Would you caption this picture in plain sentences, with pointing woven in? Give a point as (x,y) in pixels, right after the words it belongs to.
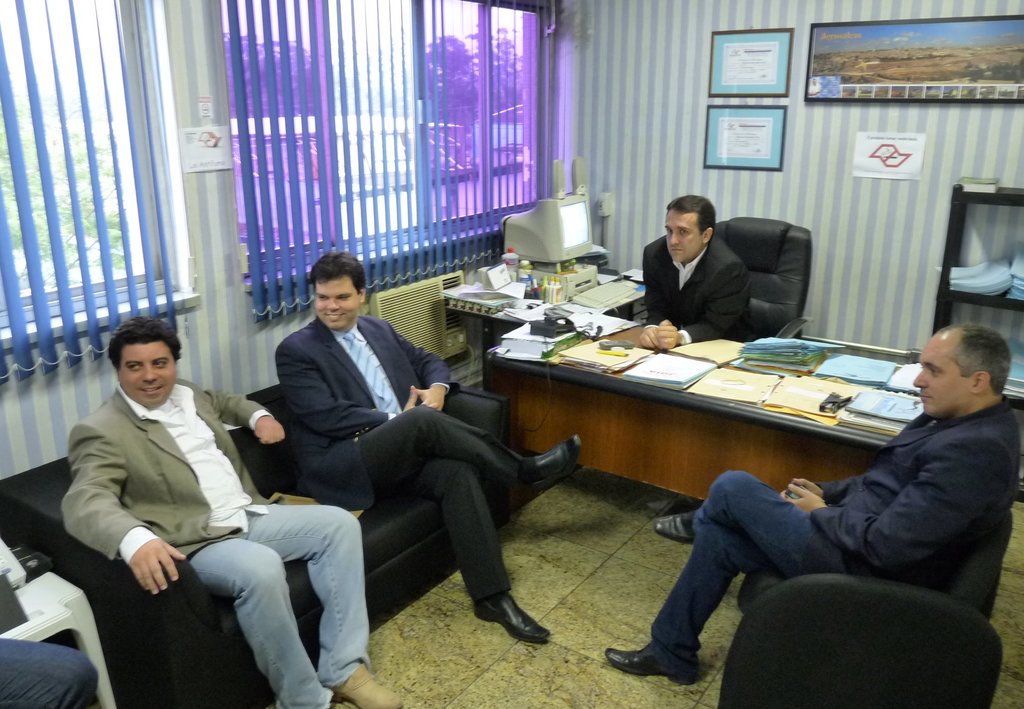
In this picture I can observe four members (353,393). Three of them (329,395) are sitting in the sofas (986,611) and one of them (703,280) are sitting in the chair (754,258). I can observe a table (624,345). There is a computer (565,218) and some papers (652,369) placed on the table (543,339). In the background (731,67) there are photo frames (725,117) on the wall (844,174). On the left side (117,91) I can observe windows (278,144).
